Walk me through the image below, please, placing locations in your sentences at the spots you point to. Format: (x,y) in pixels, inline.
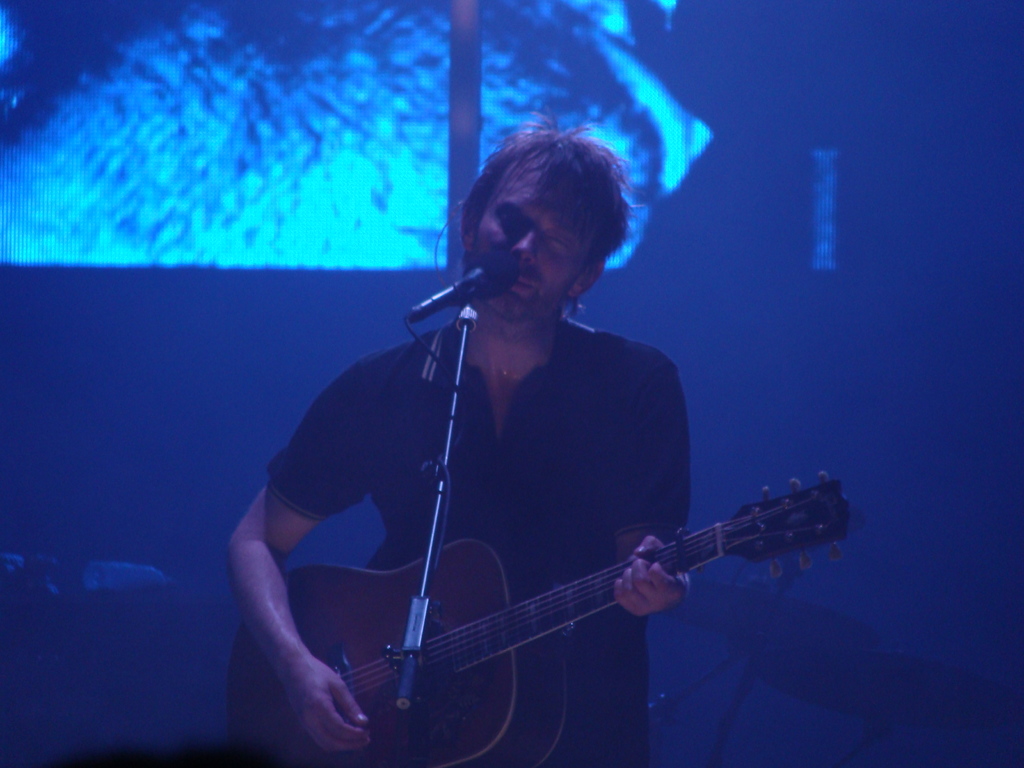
In this image, there is a person (521,423) playing a guitar (481,584) behind the mic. This person (570,529) wearing clothes (598,393).
